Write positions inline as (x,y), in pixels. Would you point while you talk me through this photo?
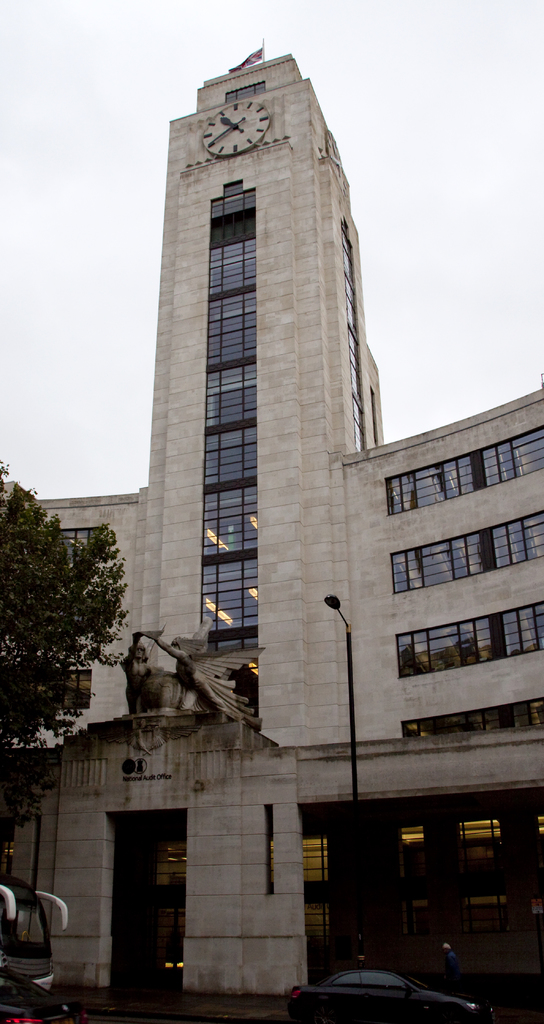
In this picture, there is a building (278,188) with a clock (251,140) on the top (266,129). At the entrance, there is a statue (165,704). Towards the left (57,680), there is a tree (59,621). At the bottom (7,928), there are vehicles (42,1021). On the top (71,18), there is a sky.
